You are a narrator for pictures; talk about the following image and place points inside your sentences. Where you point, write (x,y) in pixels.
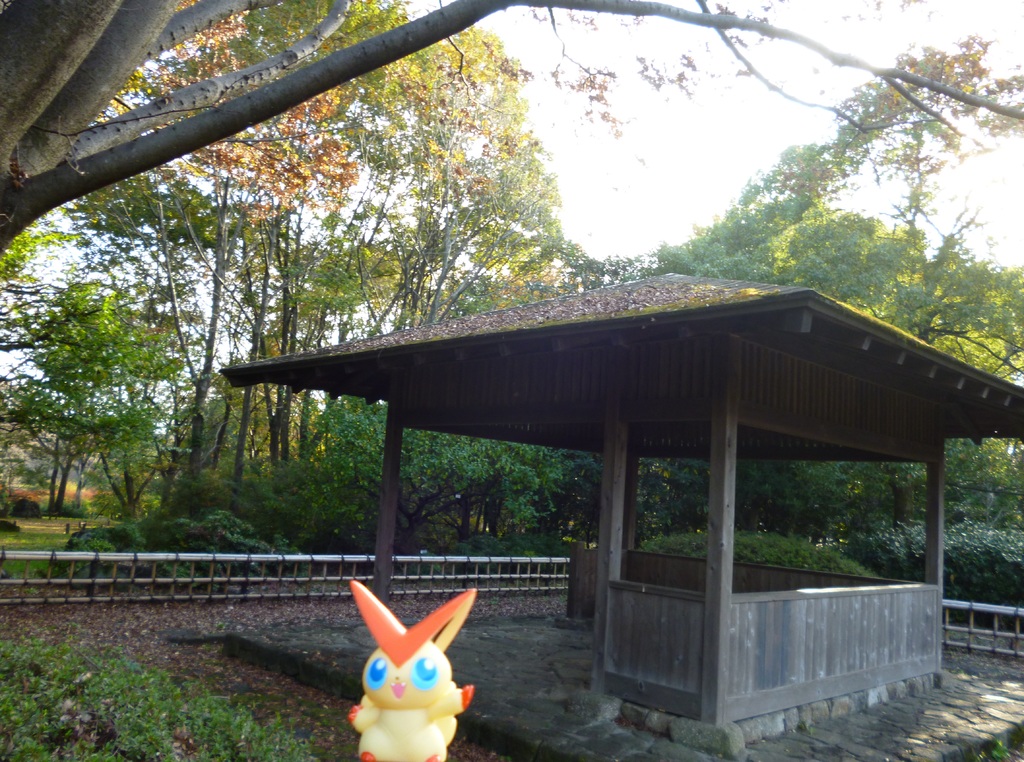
This is an outside view. At the bottom of this image (397,676) there is a toy (400,657). In the middle of the image (480,406) there is a shelter (916,613). Behind there is a railing (245,560). In the background (267,298) there are many plants (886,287) and trees (278,260). At the top of the image (670,80) I can see the sky (681,102).
